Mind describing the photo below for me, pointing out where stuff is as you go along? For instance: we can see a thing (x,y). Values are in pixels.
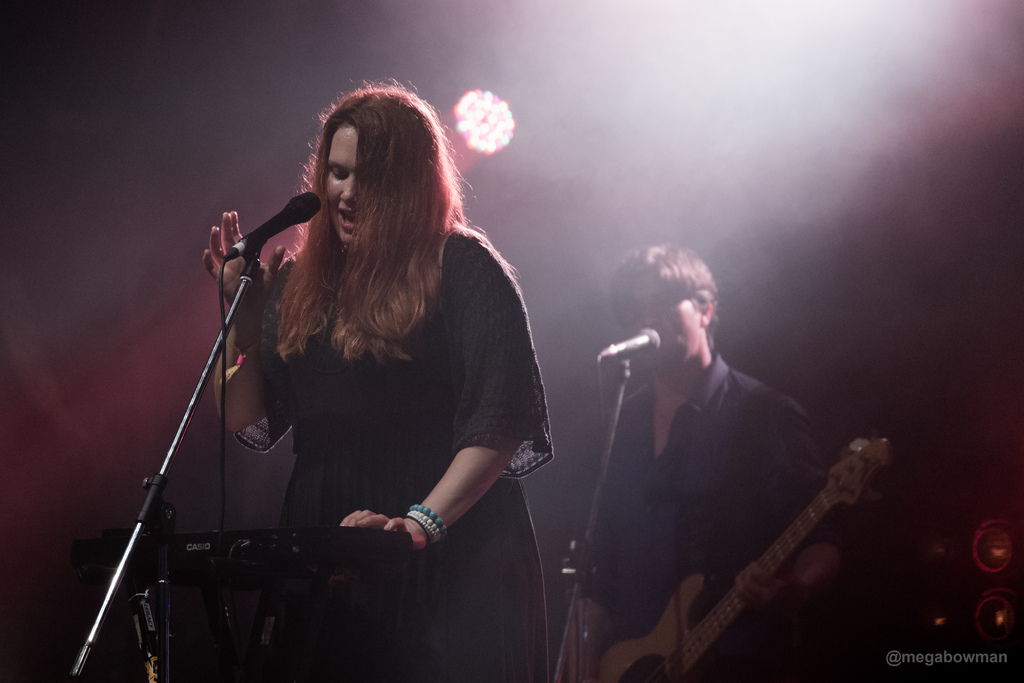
in this image i can see a woman (423,367) wearing a black dress (423,367), singing. there is a, microphone (275,231) and its stand (246,282) present in front of her. she is playing Casio (287,536). behind her there is another man (659,545) playing guitar (670,651). behind them there are lights (465,121).
